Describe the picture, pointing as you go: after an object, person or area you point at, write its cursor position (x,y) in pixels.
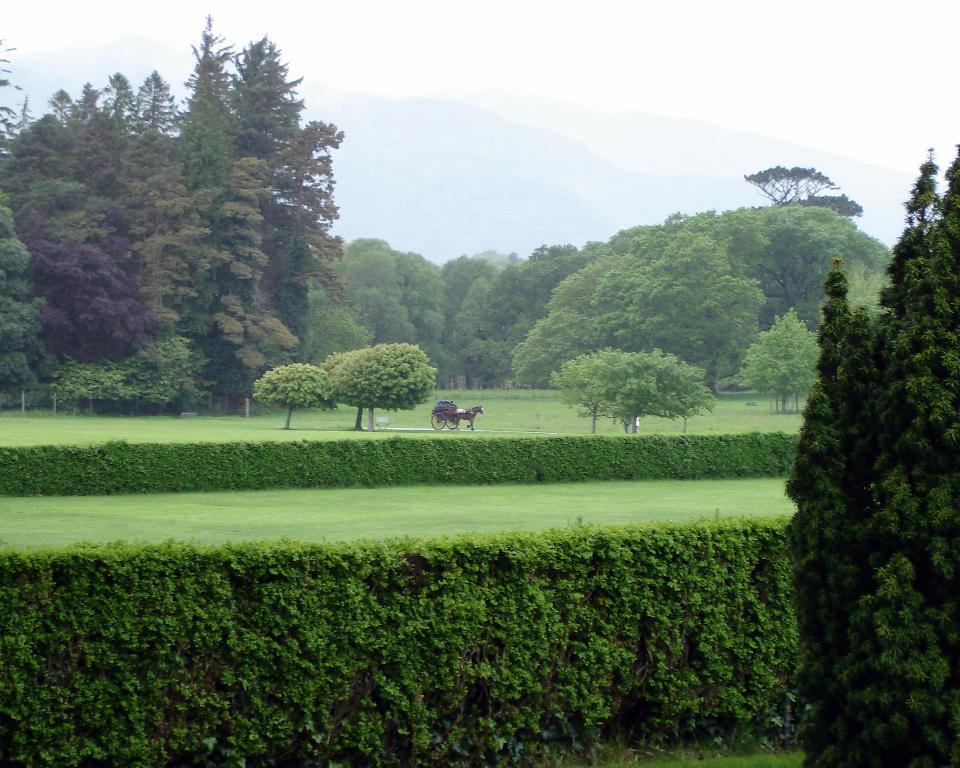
In this image in the center (448,418) there is a vehicle (445,423) and horse (461,416), and also there are some plants (687,469), grass (489,488), trees (268,331). And in the background (193,255) there are trees (420,277) and mountains (440,206).
